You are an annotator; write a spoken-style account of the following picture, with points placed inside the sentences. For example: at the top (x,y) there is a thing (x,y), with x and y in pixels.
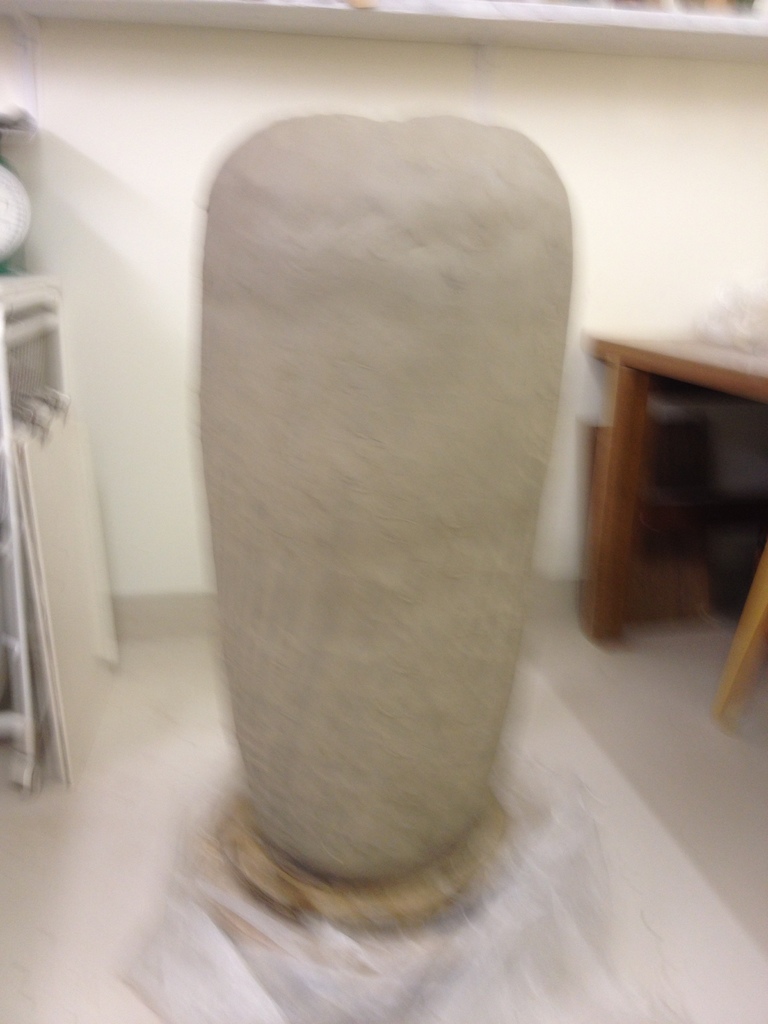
In the center of the image (326,597) there is a stone (369,517). On the right (623,549) we can see a table (619,563). In the background (142,161) there is a wall (206,119).
